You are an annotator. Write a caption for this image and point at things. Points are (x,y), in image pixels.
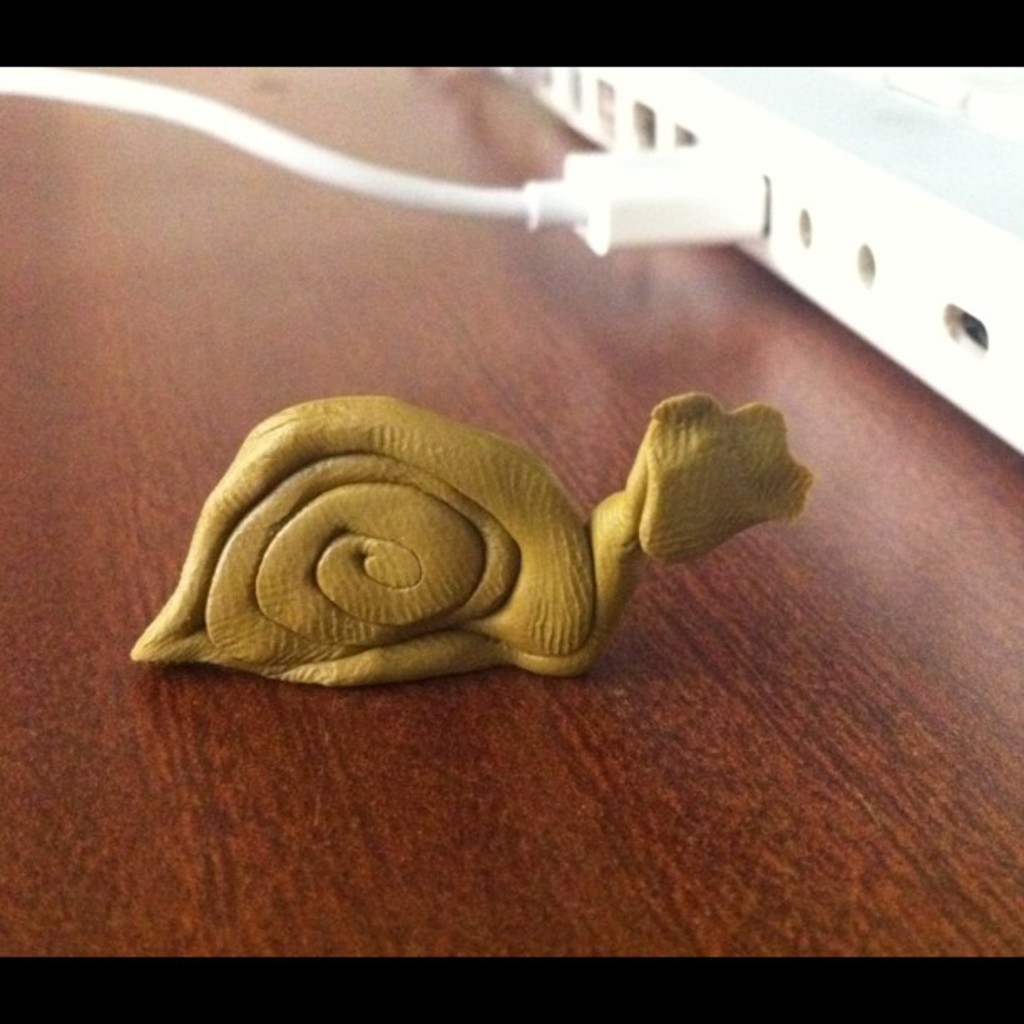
In this image we can see a toy (497,571). There is an object (895,177) at the right side of the image (868,182). There is a cable (515,202) in the image. There is a wooden surface (291,357) in the image.
